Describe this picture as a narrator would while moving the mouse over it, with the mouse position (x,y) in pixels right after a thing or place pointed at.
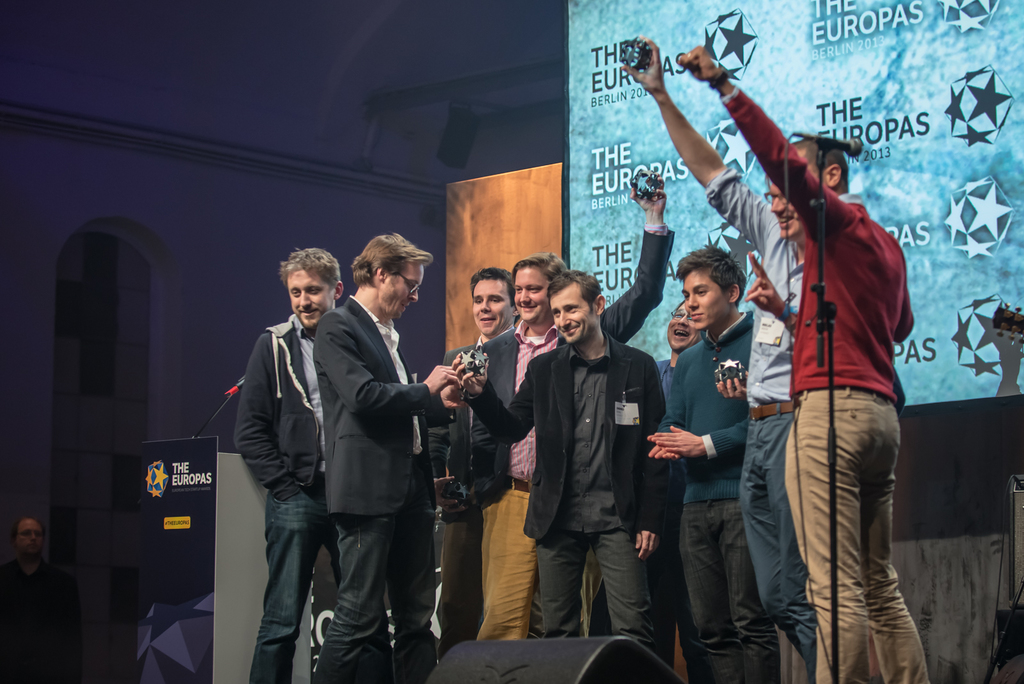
In this image I can see the group of people (616,379) with different color dresses (629,361). I can see these people (644,389) are holding something. To the left (184,568) I can see the podium (195,517) with boards (181,460) and the mic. To the right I can see another mic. I can also see one more person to the left (17,607). In the background (692,226) I can see the banner (676,226).
